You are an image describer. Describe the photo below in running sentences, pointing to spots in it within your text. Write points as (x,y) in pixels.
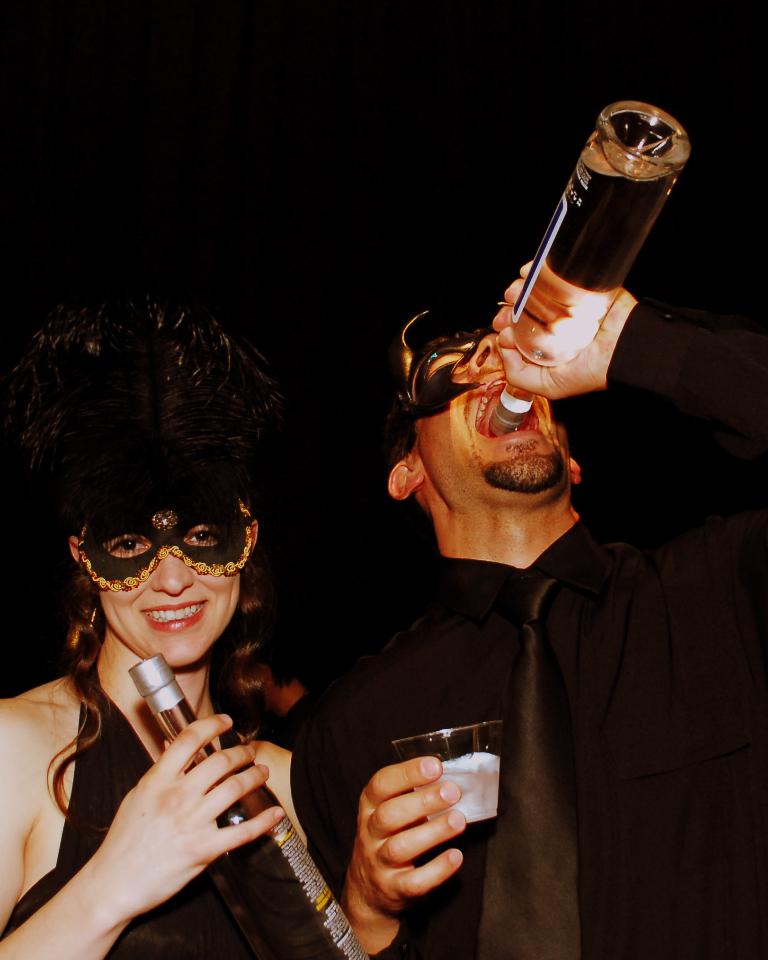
This picture shows man (566,647) drinking some drink (587,262) in the bottle (515,420), holding a glass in his hand (434,813) and a woman (150,902) also holding a bottle (311,939) in her hands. She is smiling, wearing a head mask (190,474).
